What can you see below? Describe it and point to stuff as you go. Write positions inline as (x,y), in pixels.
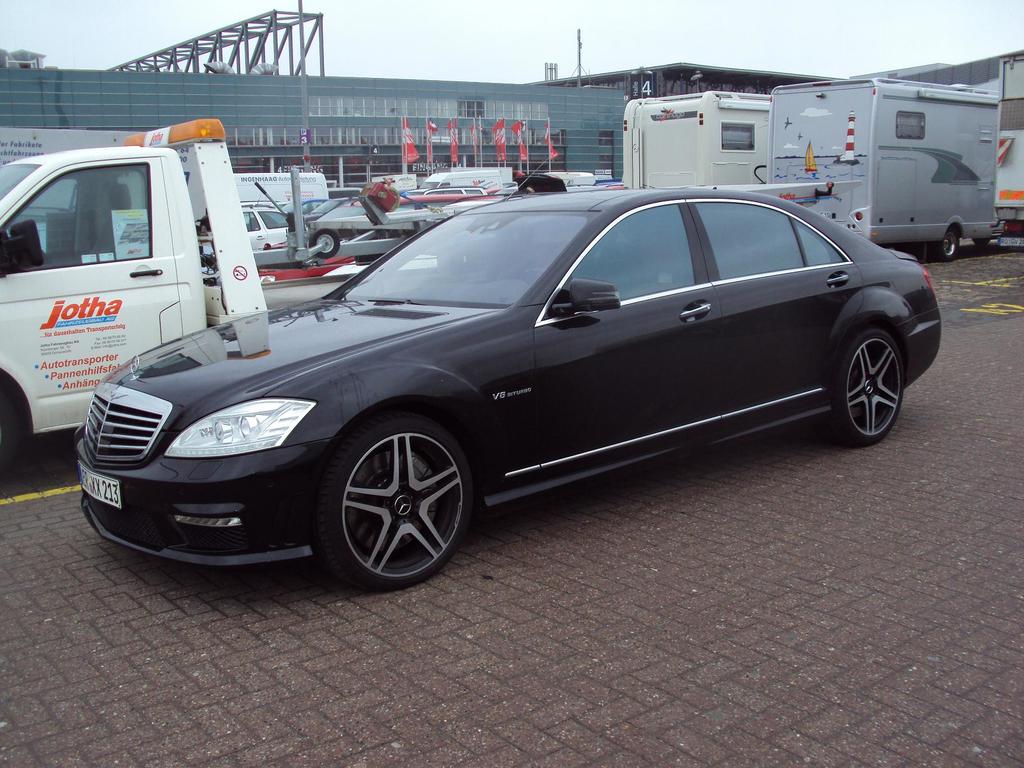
In this image in front (42,211) there are vehicles (114,543) on the road (830,535). In the background of the image (504,137) there are flags (431,137), buildings (521,102) and sky (472,21).
